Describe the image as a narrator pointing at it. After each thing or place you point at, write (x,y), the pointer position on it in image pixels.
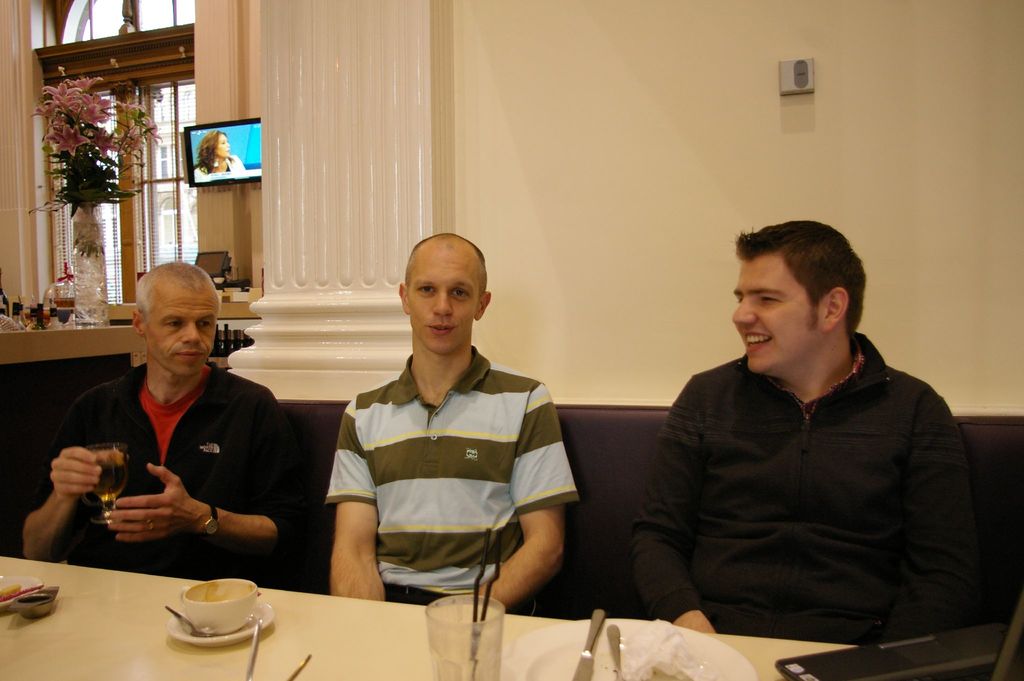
In this image there are three men (408,485) who are sitting in front of them there is one table (366,606) on the table (328,639) there is one cup (210,606) saucer (221,636) spoon (197,631) glass (444,640) and plate (599,655) and some forks (610,645) are there and on the background (604,107) there is a wall (477,54) and on the top of the left side (94,142) there is one flower pot (91,245) and plant (92,158) is there beside that flower pot (102,275) there is one television (197,146) and one glass window (115,253) is there.
